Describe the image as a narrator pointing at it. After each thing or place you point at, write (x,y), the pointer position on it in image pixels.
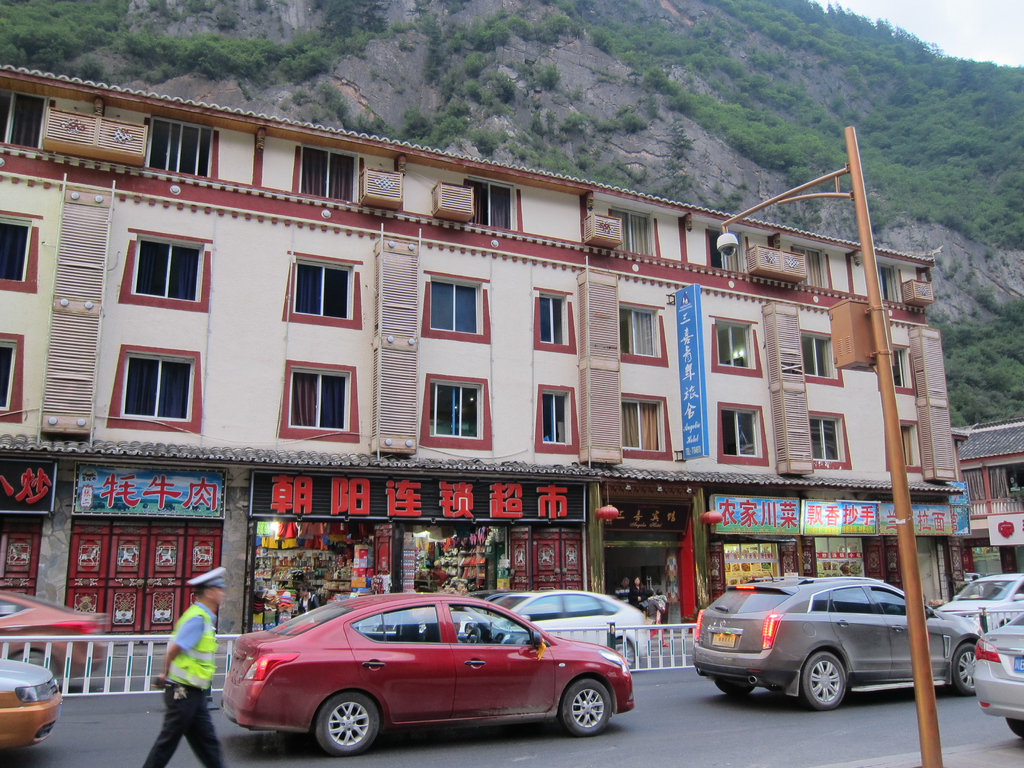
In this image, there are vehicles (530,644) on the road (644,712) and we can see a person (199,707) walking. In the background (517,414), there is a building (546,405), a pole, name boards (187,509) and a railing (665,631) and we can see a hill (917,136) and trees (985,381).
